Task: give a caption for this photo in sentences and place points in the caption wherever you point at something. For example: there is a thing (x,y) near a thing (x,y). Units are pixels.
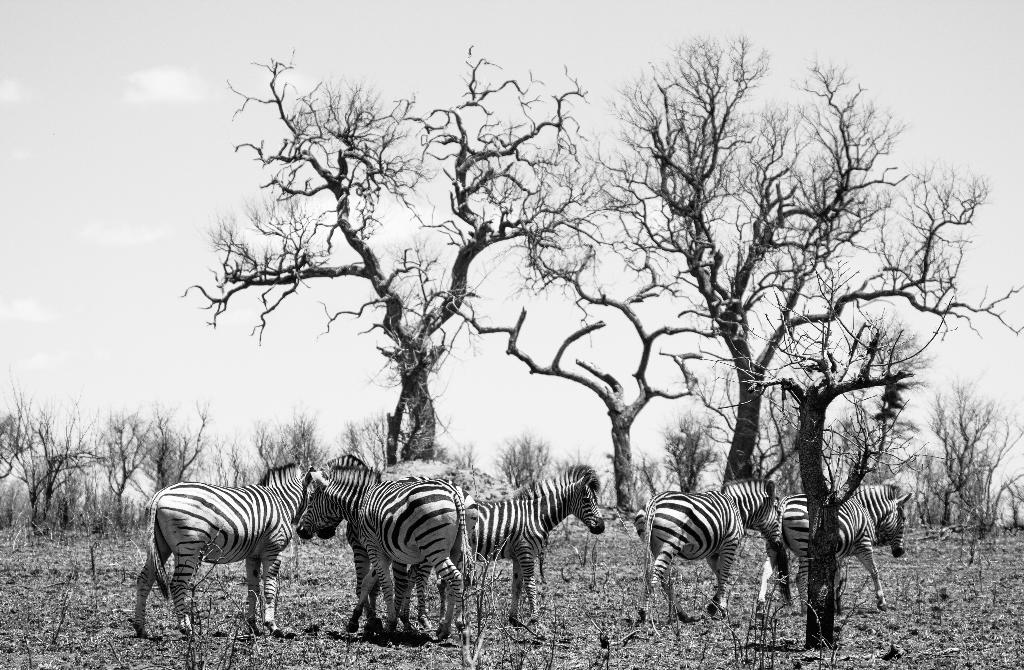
This is a black and white picture, in this image we can see a few zebras (305,512) and trees (438,356), in the background (925,31) we can see the sky (909,79).
